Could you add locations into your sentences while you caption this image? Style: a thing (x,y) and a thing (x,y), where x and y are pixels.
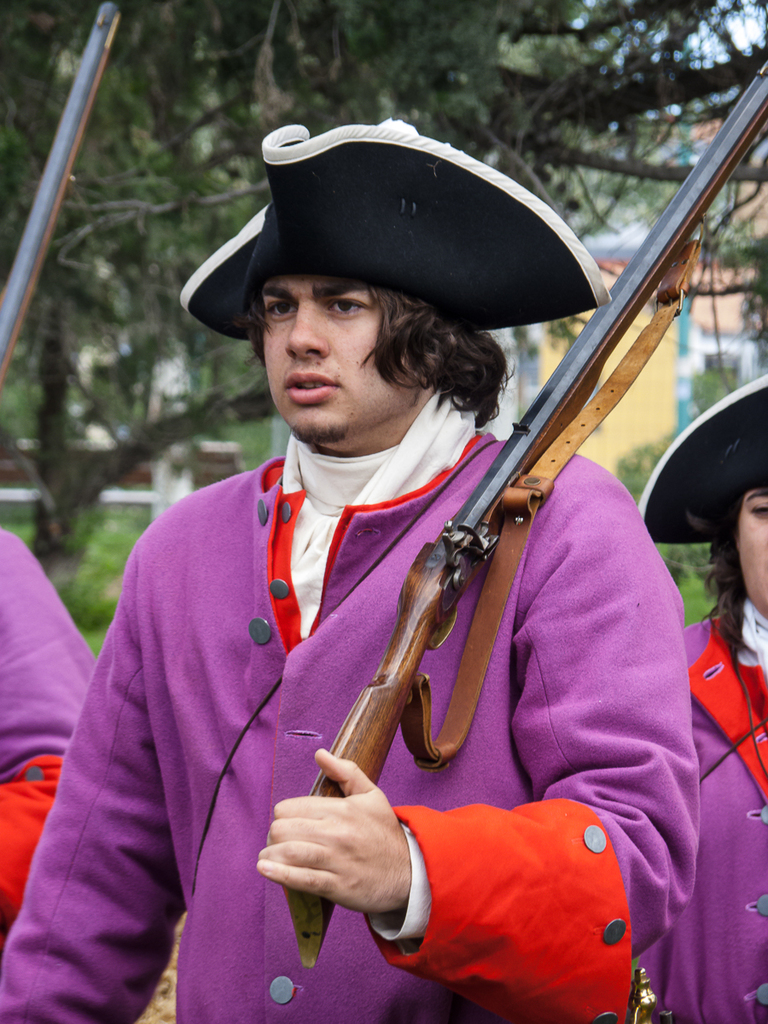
In this image we can see there is the person (349,660) standing and holding a gun (620,298) and beside him we can see the persons (682,537) standing. And at the back (173,358) we can see trees (172,236) and building (648,399).
